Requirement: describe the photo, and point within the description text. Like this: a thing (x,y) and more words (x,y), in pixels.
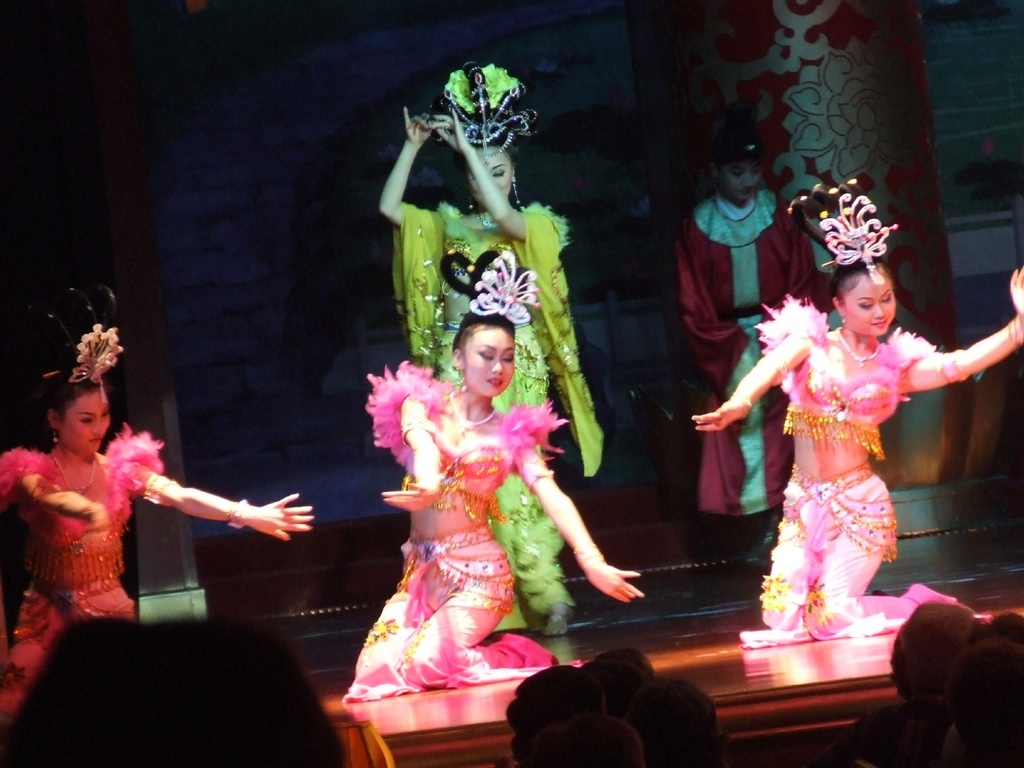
In this image, there are some girls (877,631) dancing on the floor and there are two girls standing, there are some people (892,713) sitting and they are watching the dance.
